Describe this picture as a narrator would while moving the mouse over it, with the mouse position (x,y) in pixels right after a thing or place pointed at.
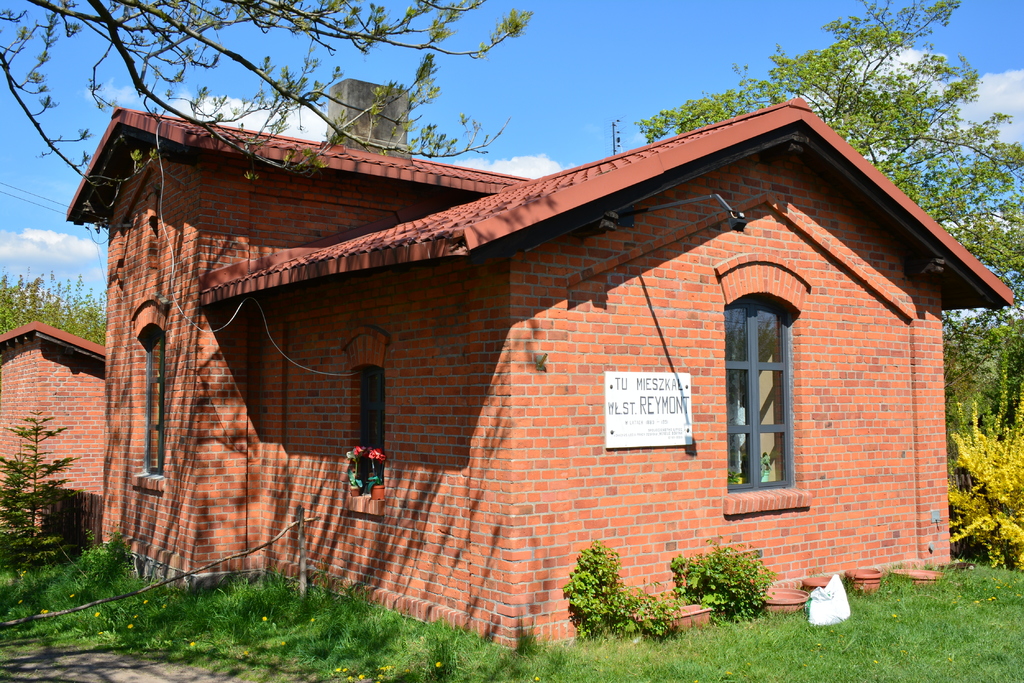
In this image we can see the brick house (317,484), grass (726,681), plants (58,552), fence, flower pots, board (677,376), trees (981,170) and the sky (37,98) with clouds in the background (637,37).
